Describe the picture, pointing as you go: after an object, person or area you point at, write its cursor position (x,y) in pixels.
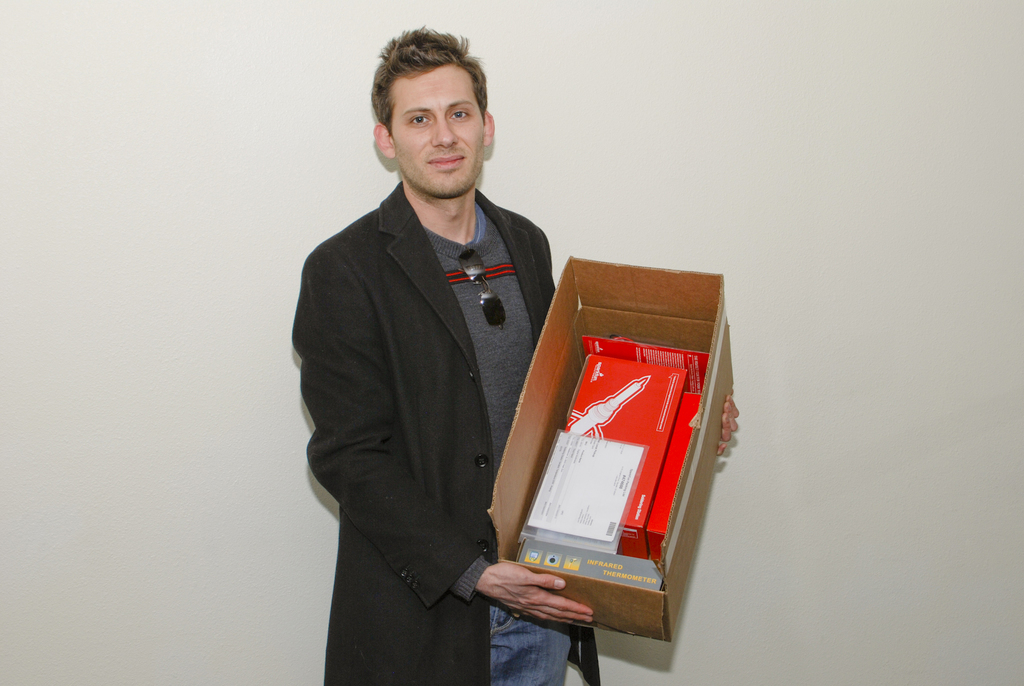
In the middle of the image (506,451) a man (450,150) is standing and holding a box (531,372) and smiling. Behind him there is a wall (827,168).
